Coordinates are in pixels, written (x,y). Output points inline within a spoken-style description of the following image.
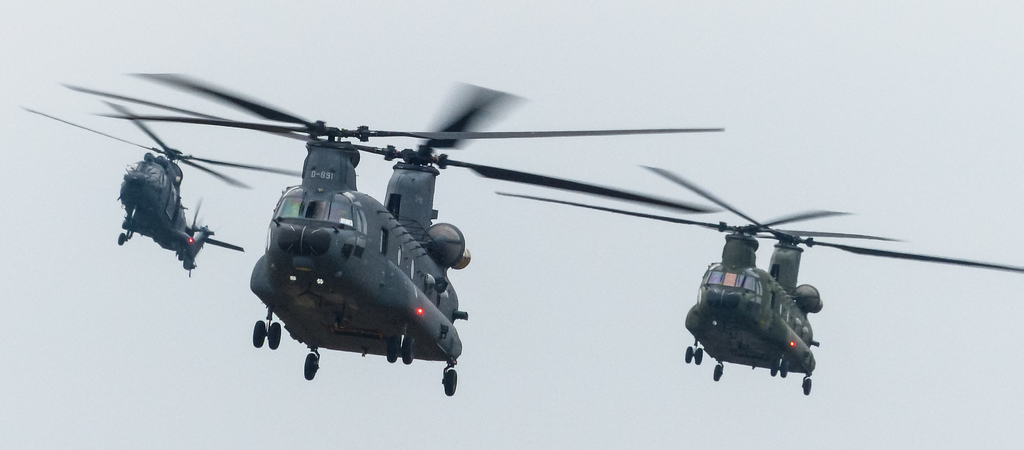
In this picture I can see there are three helicopters (424,271) in the sky (559,281) and there are in grey color with a unique code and the sky (779,208) is clear.
